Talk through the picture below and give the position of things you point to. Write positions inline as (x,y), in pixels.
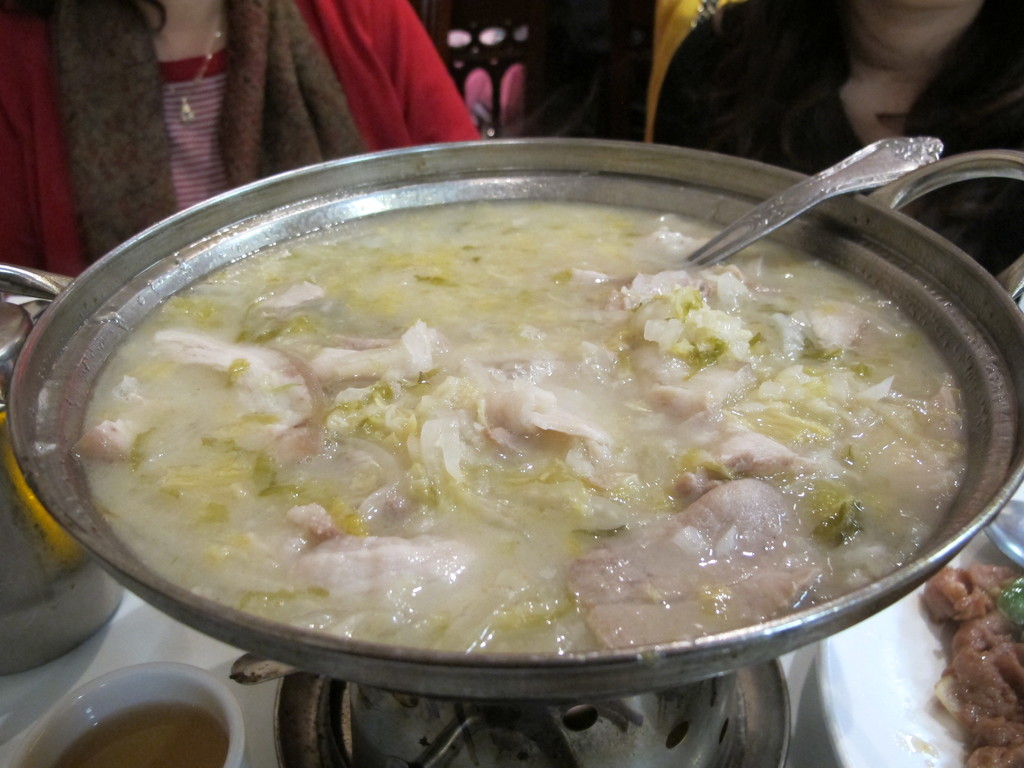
In the picture we can see a dish (119,319) with a food item (874,315) in it and beside it also we can see some food item (943,590) and a bowl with soup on the table (15,723) and behind the dish (1003,409) we can see two people (11,23) are sitting.
